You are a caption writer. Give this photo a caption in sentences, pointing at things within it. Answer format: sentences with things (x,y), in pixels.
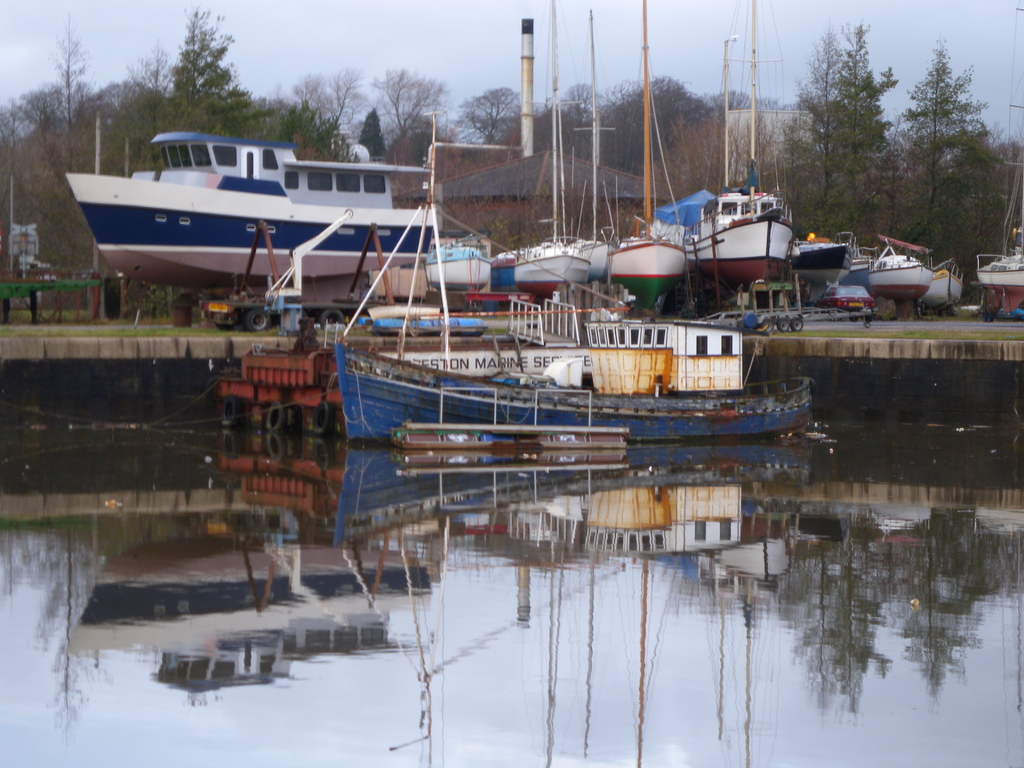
In the picture I can see the ships (589,400) is on the water surface (394,466). In the background (675,174), I can see ships (236,196) and group of trees (451,140).
